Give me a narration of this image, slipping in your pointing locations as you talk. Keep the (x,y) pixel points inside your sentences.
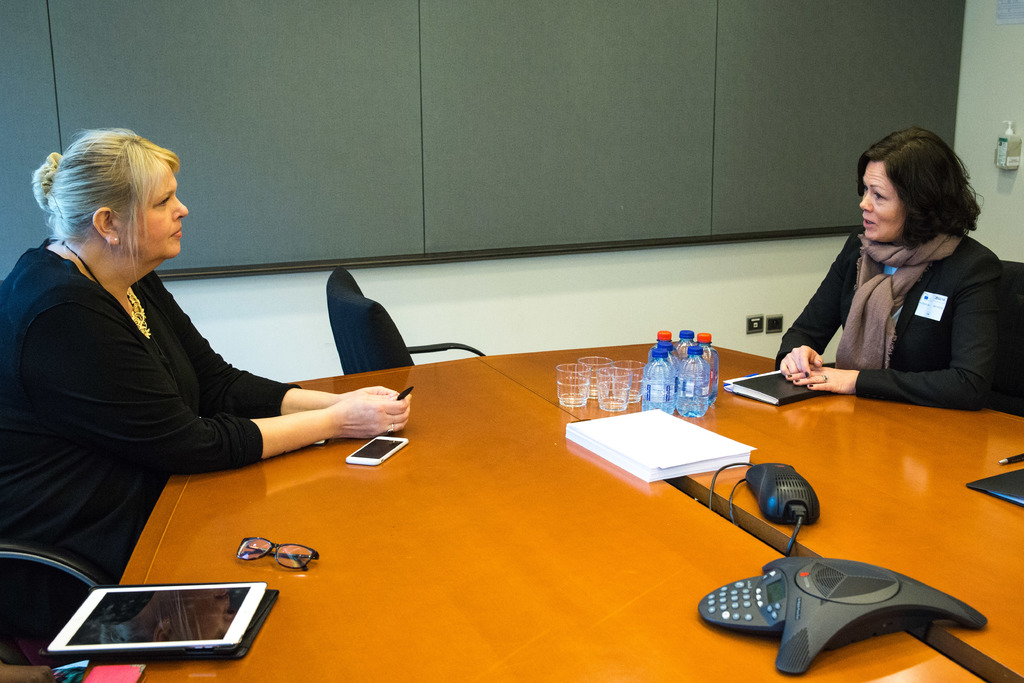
In this image I can see two people (17,424) are sitting on the chairs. I can see few bottles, glasses (624,398), few objects (659,469) on the brown table (846,435). Back I can see the grey color window-blind (708,125) and the white color wall (983,44).
